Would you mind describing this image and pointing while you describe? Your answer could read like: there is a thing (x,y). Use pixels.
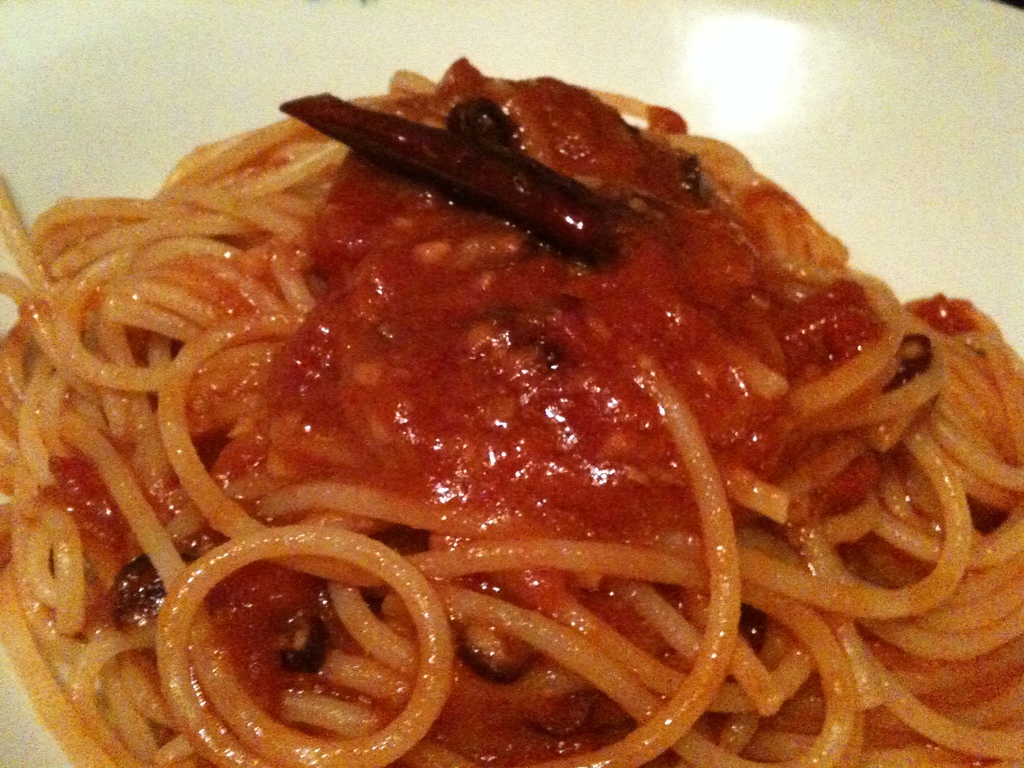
In this image we can see noodles (282,222) on the plate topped with sauce (485,380).
